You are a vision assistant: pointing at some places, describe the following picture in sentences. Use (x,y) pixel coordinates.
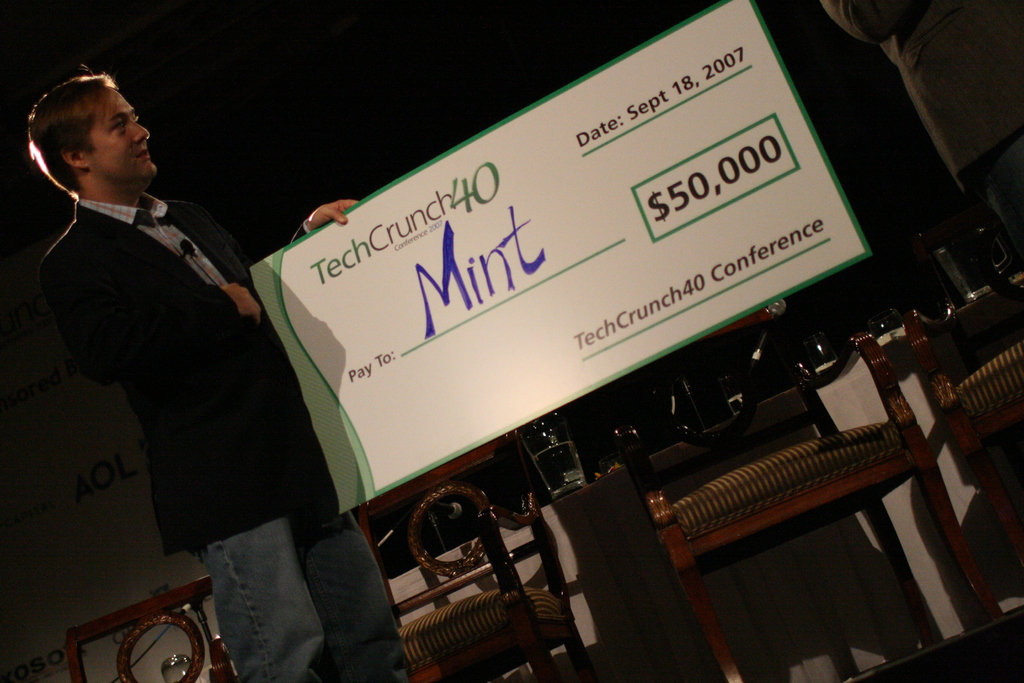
This image is taken indoors. In this image the background (292,108) is dark. There is a board (71,568) with a text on it. There are a few empty chairs (669,506) and there is a table (613,478) with a few things (533,436) on it. On the left side of the image (102,379) a man (125,325) is standing and he is holding a board (492,282) with a text (454,289) on it. At the top right of the image (953,80) there is a person (957,115).
